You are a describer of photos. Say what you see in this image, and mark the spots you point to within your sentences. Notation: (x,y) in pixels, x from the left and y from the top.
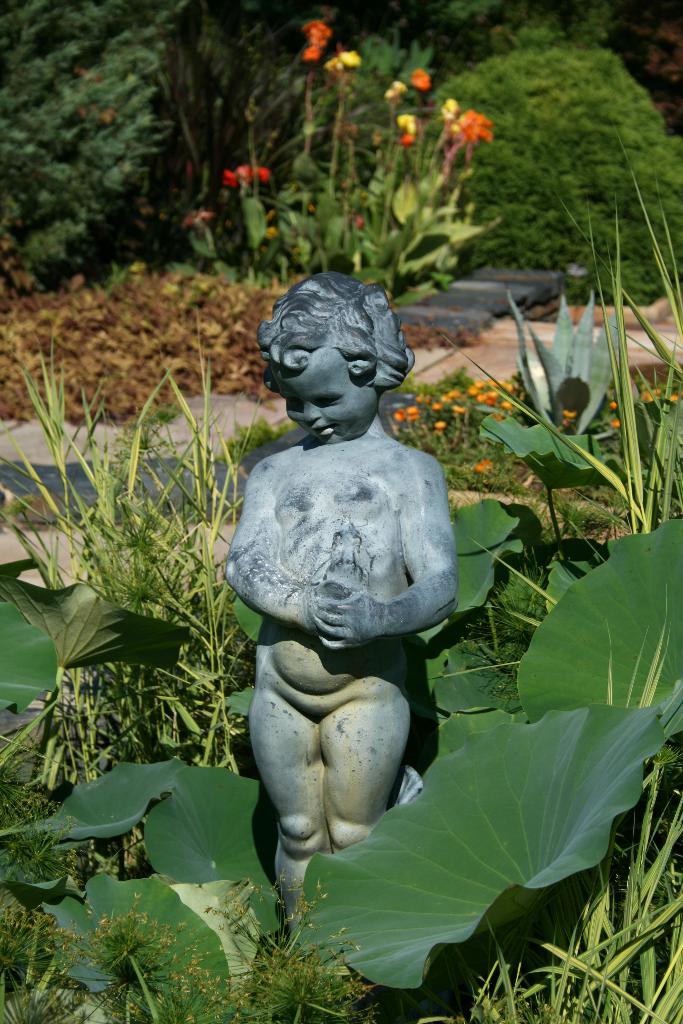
In this we can see there is a statue (328,494) surrounded by plants (437,870) at the back side (52,117) there are trees (52,101).
